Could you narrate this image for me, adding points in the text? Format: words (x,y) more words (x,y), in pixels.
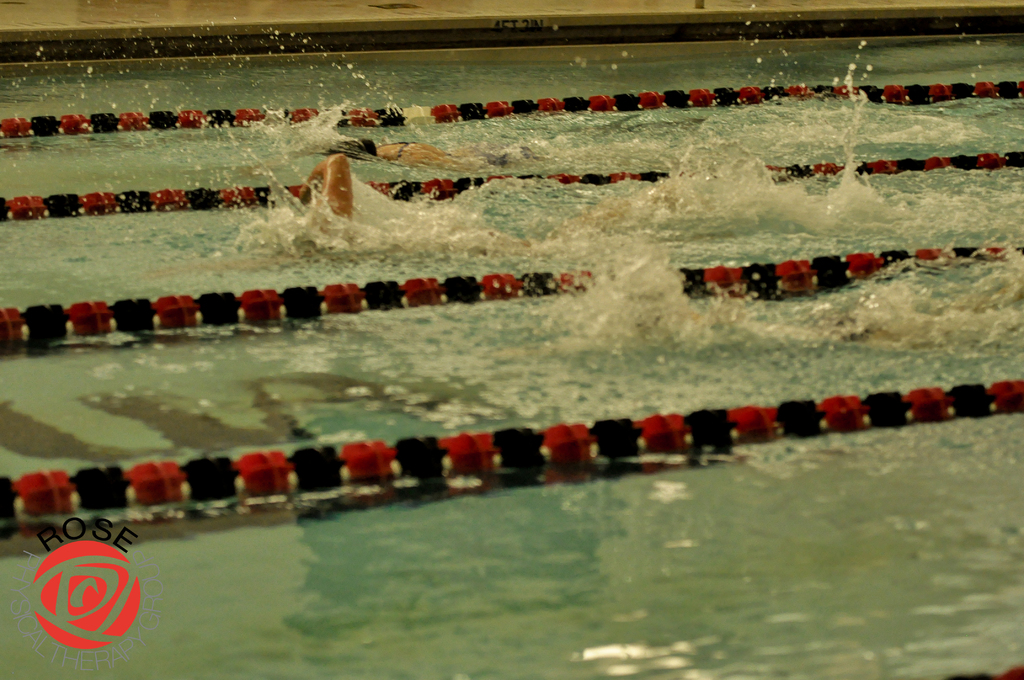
In this image there are people (311,197) swimming in the water (423,79). There are objects (508,281) on the water (423,79). Top of the image (250,8) there is a floor (263,8). Left bottom there is a logo (56,621) and some text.
